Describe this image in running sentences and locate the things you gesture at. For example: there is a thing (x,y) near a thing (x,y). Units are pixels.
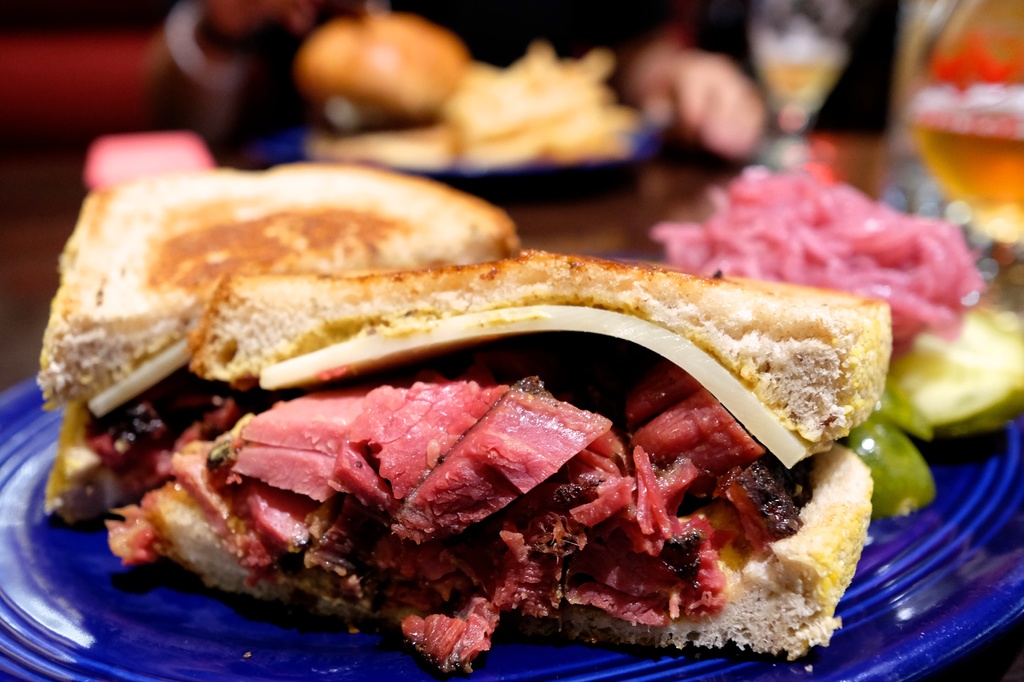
In the picture there is some bread (315,261) and meat (523,423) served on a blue color plate (179,649) and the background (681,66) is blurry.
